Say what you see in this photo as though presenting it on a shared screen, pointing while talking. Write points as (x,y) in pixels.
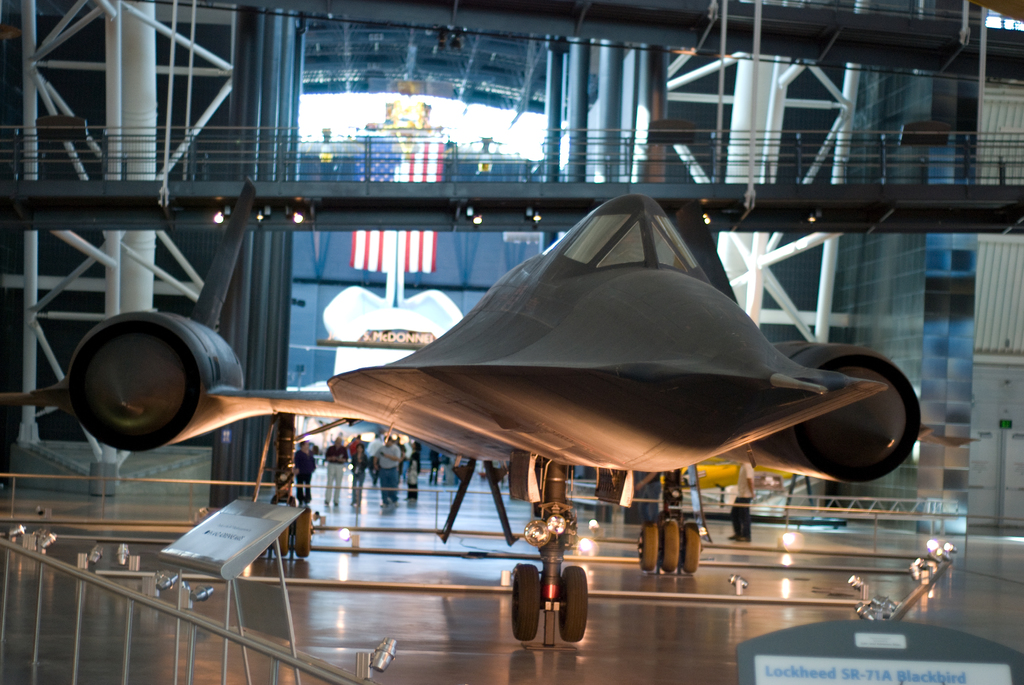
In this image I can see an aircraft (536,524) on the floor (724,637). To the left (128,636) I can see the board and the railing (127,594). In the back (388,443) there are few people (379,479) with different color dresses (303,467). It is inside the building (454,182).
